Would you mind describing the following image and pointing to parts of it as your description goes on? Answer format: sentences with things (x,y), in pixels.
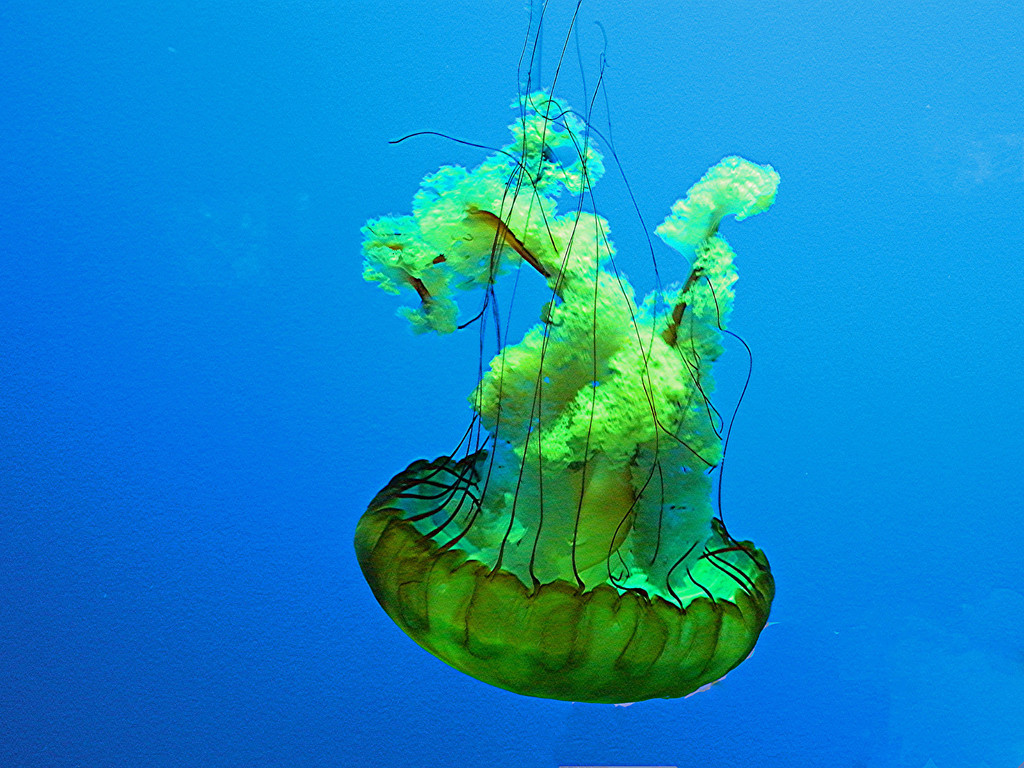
In this image we can see a jellyfish (652,519) in the water (357,372).
